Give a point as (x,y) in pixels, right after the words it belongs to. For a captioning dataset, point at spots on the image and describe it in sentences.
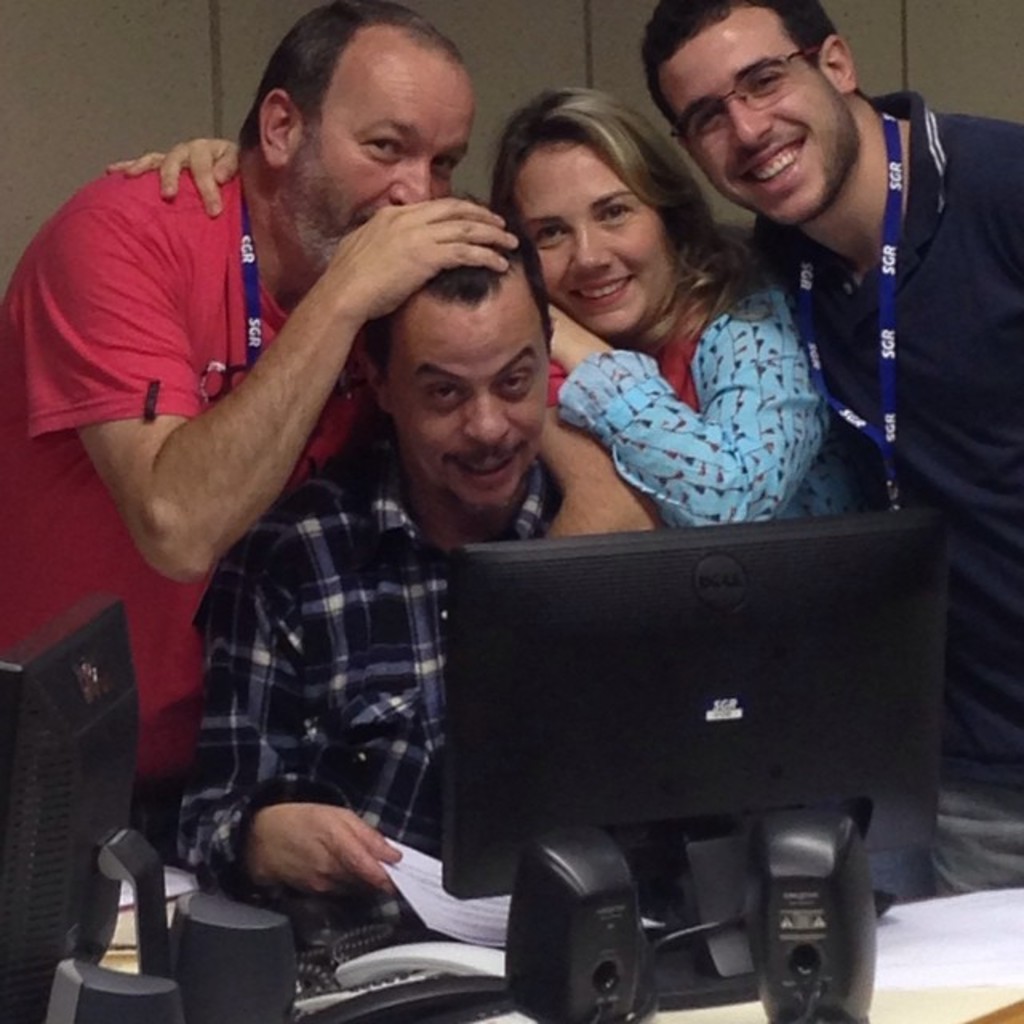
In this picture we can see four persons (436,386) one person (424,478) is sitting and this three are standing over him. On right side (727,94) person (751,66) wore spectacles (728,93) and the lady (690,325) is laughing and in front of them we have a monitor (700,753), speaker (793,909), telephone (404,971) and person (405,618) is holding a paper (430,914) in his hand (386,858) and a bench (925,1014).
